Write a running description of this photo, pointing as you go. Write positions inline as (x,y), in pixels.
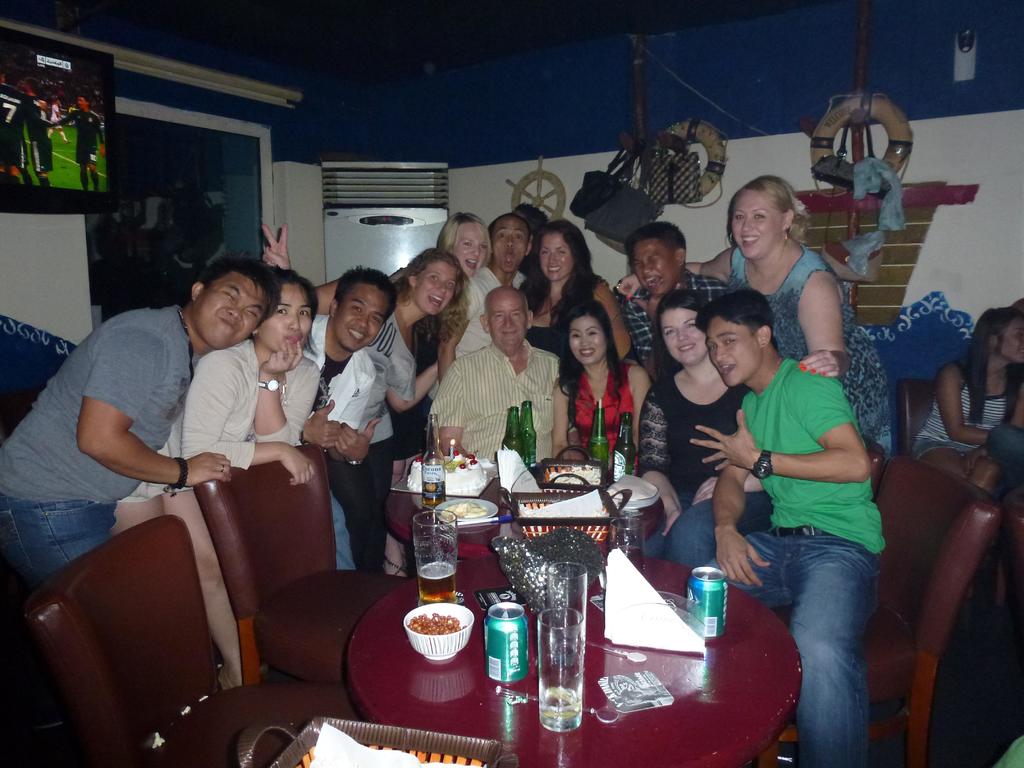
In this image there are group of persons (676,491) sitting and posing for a photograph in front of them there are some bottles (440,496), food items (463,503) and a cake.
